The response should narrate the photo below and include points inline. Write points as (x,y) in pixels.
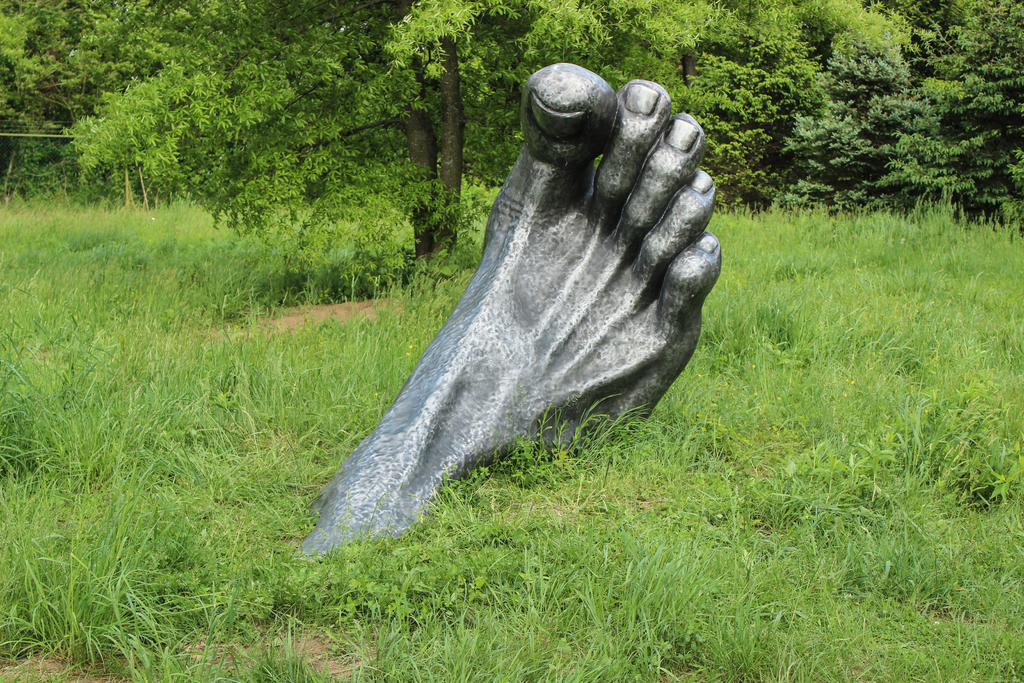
In this image there is a depiction (544,239) of leg (579,239) on the grass (793,488). In the background (736,111) there are trees (258,111).
